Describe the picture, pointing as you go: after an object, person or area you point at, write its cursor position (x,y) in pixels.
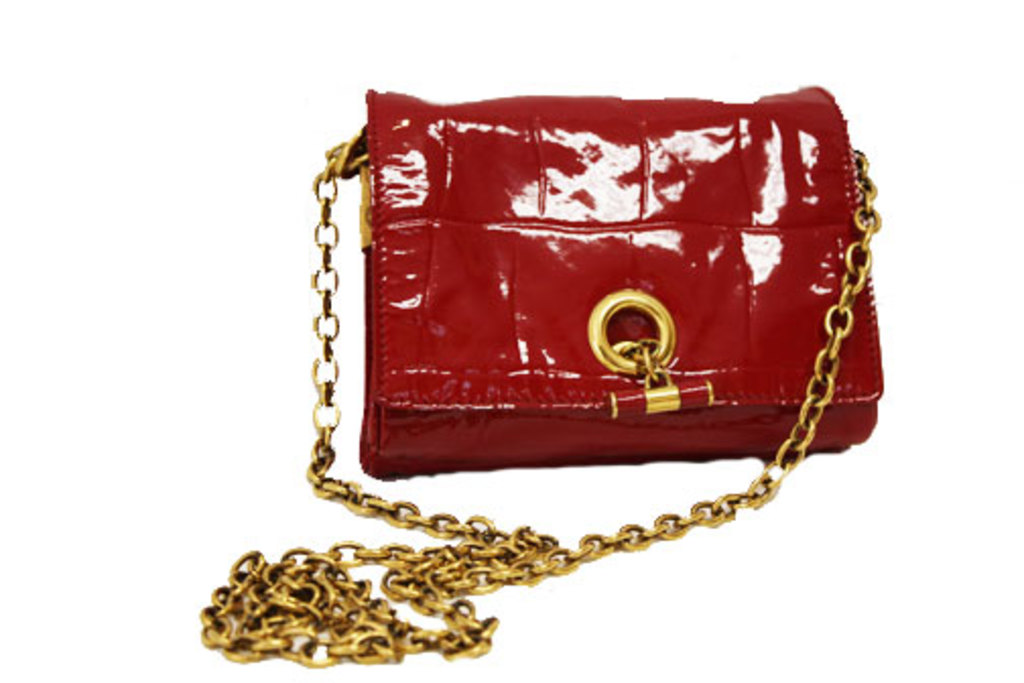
There is a shiny, red sling bag (687,245) in the image. It has a metal handle belt (443,568). One end (328,171) of the strap (335,183) is attached to the bag (700,244) and the other end (330,172) to the other.
